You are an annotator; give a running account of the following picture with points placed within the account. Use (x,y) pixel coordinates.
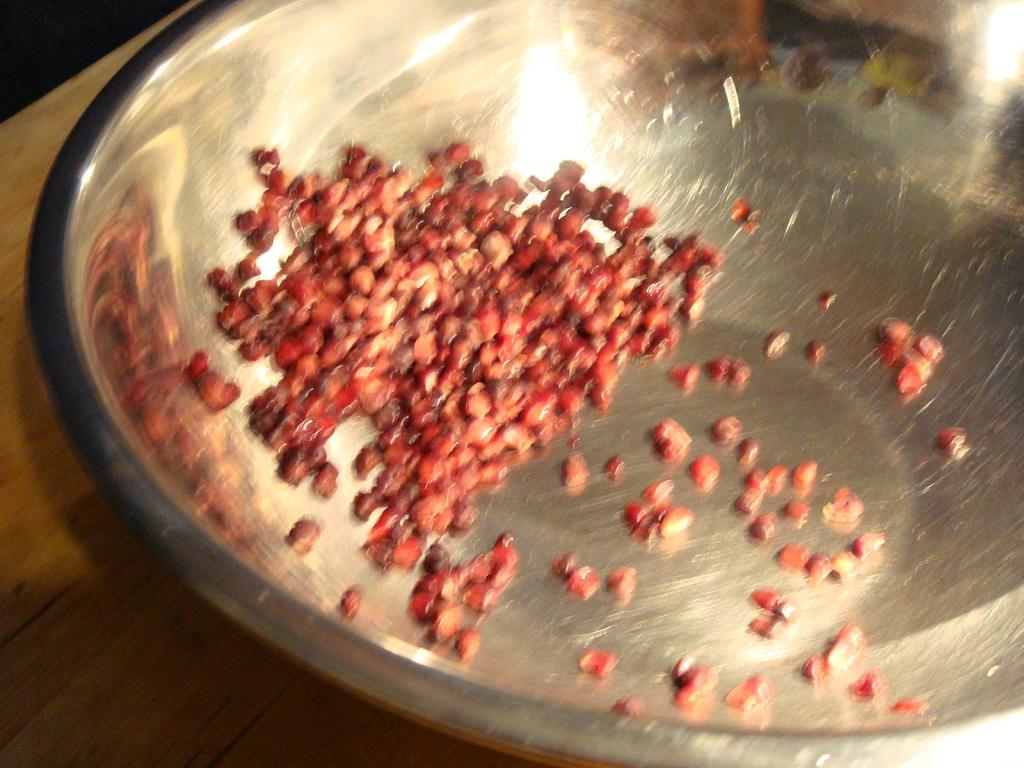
In this image there is a food item (521,309) placed in a bowl (323,554).
